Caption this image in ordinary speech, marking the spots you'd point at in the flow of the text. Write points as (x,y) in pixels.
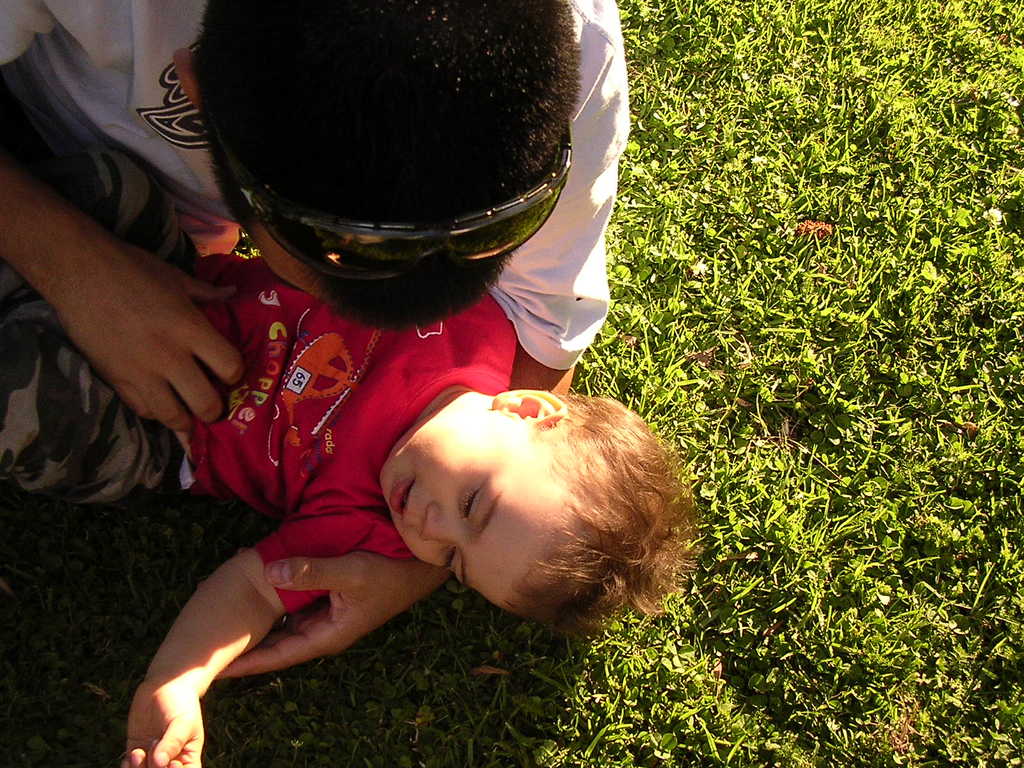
In this picture we can see goggles (520,203) and two people (240,369) on the grass (816,544).
